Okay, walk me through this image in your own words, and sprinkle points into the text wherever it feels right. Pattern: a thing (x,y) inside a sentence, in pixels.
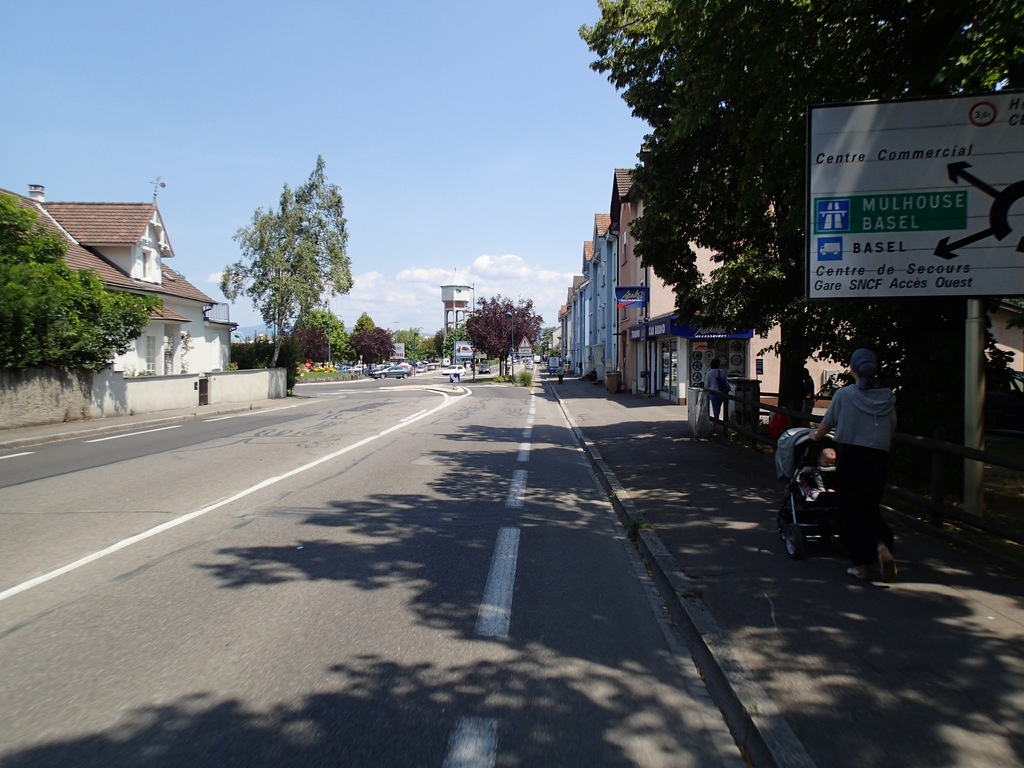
In this picture we can see vehicles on the road (449,572), beside this road (602,582) we can see people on a footpath (773,638) and one woman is holding a stroller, here we can see a fence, name boards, buildings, trees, water tank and some objects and in the background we can see sky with clouds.
